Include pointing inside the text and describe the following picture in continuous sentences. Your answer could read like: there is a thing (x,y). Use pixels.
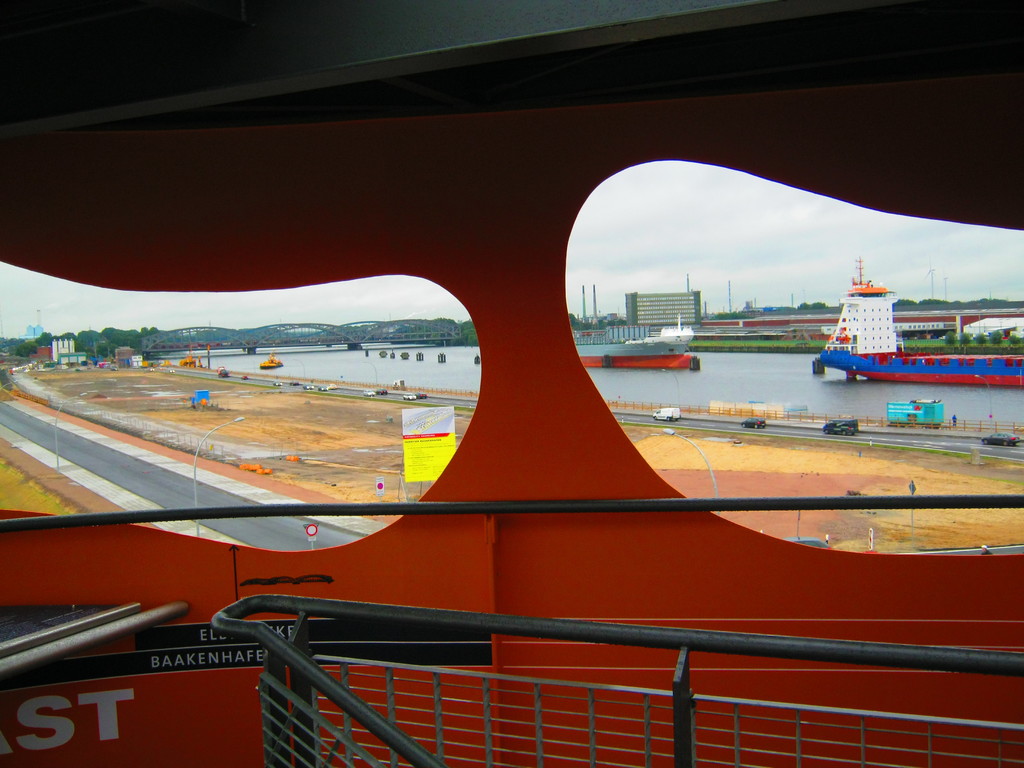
In this image there is a railing (961,654) and an object (222,595) through that object (229,584) there are roads (138,469), land (348,441), cars (384,392) and ships (893,354) on a river (359,359), bridge (312,344), trees (574,328), buildings (759,316) and the sky (690,267) are visible.
